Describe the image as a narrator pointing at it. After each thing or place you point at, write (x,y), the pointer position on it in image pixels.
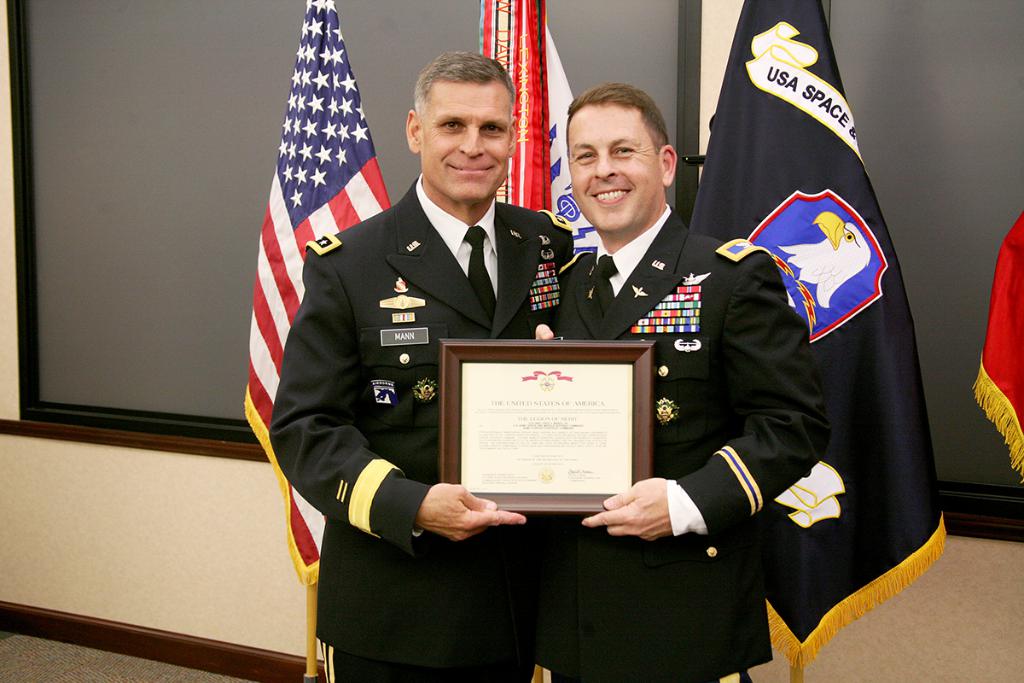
In this image I can see two persons (600,295) standing and holding the frame (567,426) and they are wearing uniforms (764,304). In the background (785,72) I can see few flags (509,26) in multi color and I can also see the glass window (575,65) and the wall (181,526) is in cream color.
